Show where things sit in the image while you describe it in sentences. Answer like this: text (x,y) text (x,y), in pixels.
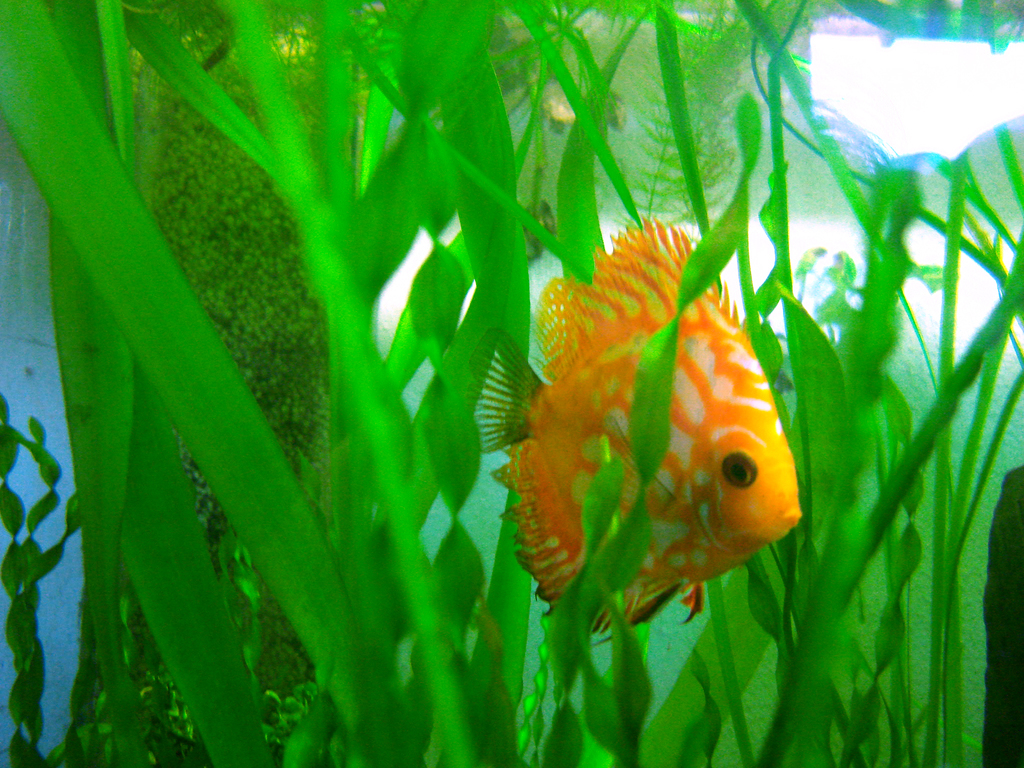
In this image I can see a fish (603,394) which is in orange and white color. I can see water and green color plants (374,354).
